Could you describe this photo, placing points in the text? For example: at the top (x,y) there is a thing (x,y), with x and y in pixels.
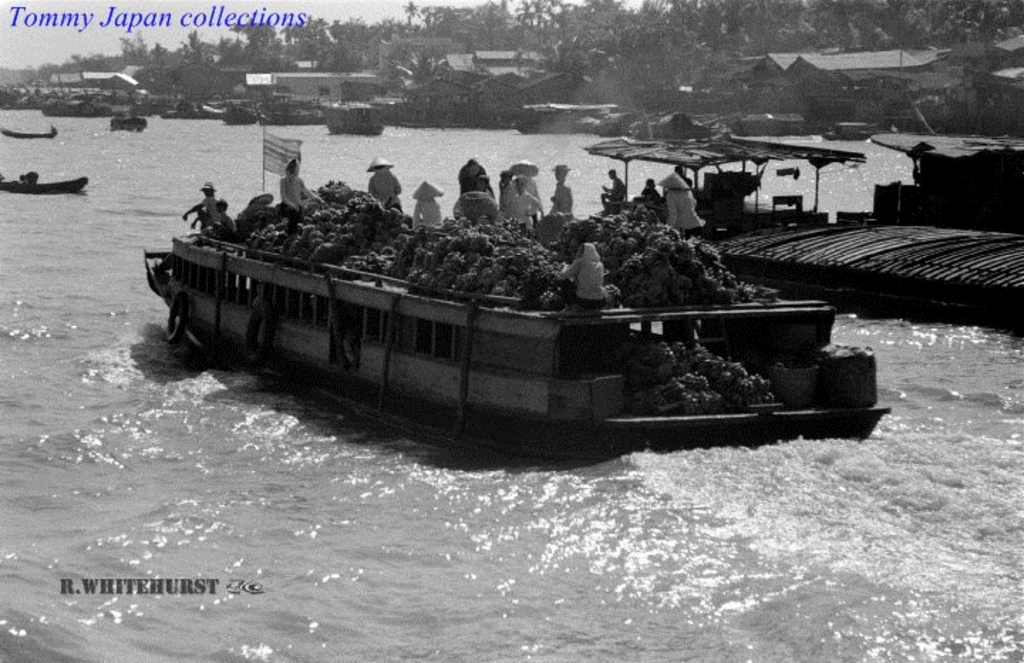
In the picture we can see a black and white photograph of a water (47,300) and in it we can see some boats (511,441) with some people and some goodies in it and farther away from it also we can see some boats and behind it we can see plants (706,37), trees (722,33), and some houses (438,91) and sheds (443,107) and we can also see a sky (54,29).
